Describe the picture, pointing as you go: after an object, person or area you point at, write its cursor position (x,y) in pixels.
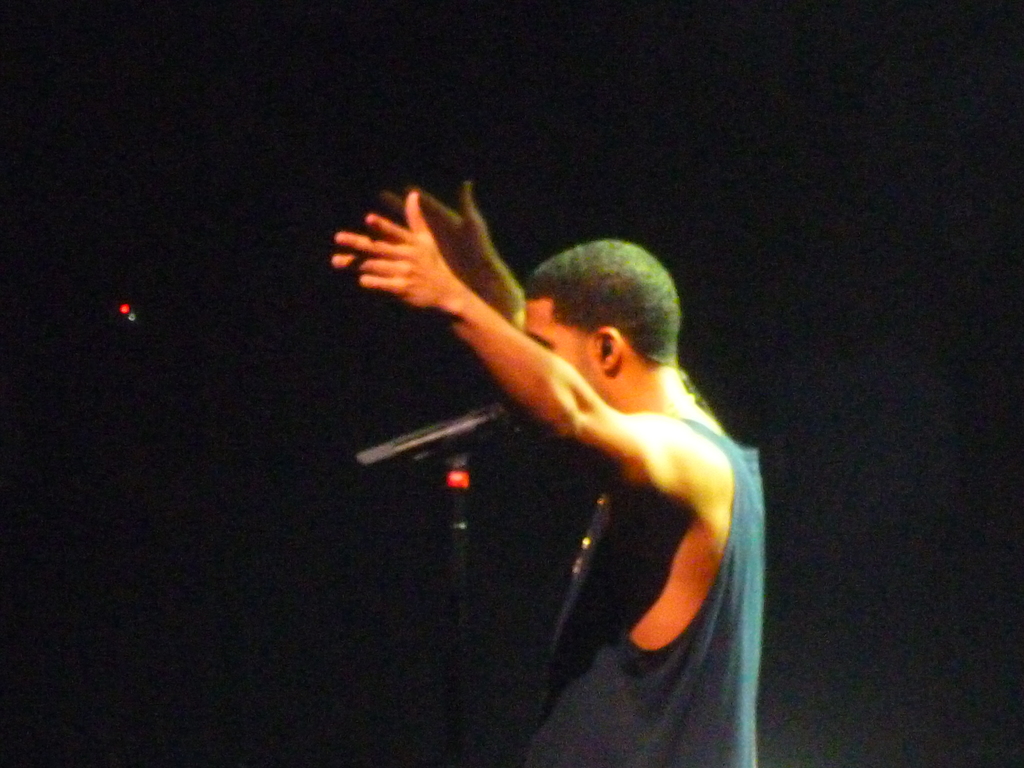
Here I can see a man (615,539) wearing a t-shirt (621,520), standing facing towards the left side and raising his hands (442,280) up. In front of this man (620,371) there is a mike stand (432,432). The background (850,585) is dark.
